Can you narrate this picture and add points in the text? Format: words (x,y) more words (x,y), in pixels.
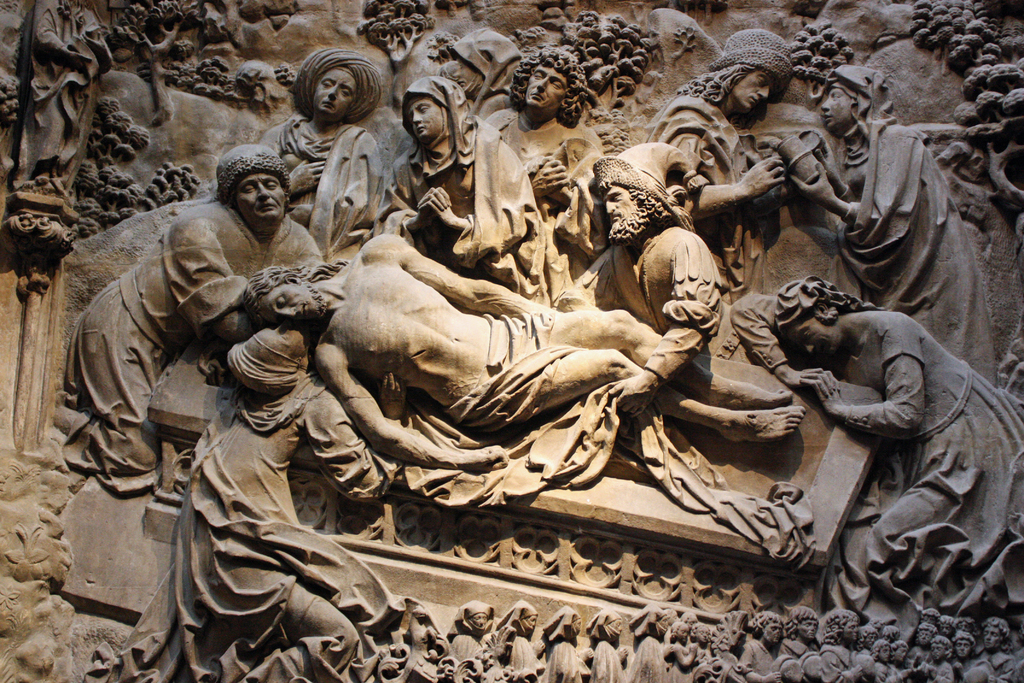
In this image we can see sculptures (485,315) carved on the wall (640,134).
